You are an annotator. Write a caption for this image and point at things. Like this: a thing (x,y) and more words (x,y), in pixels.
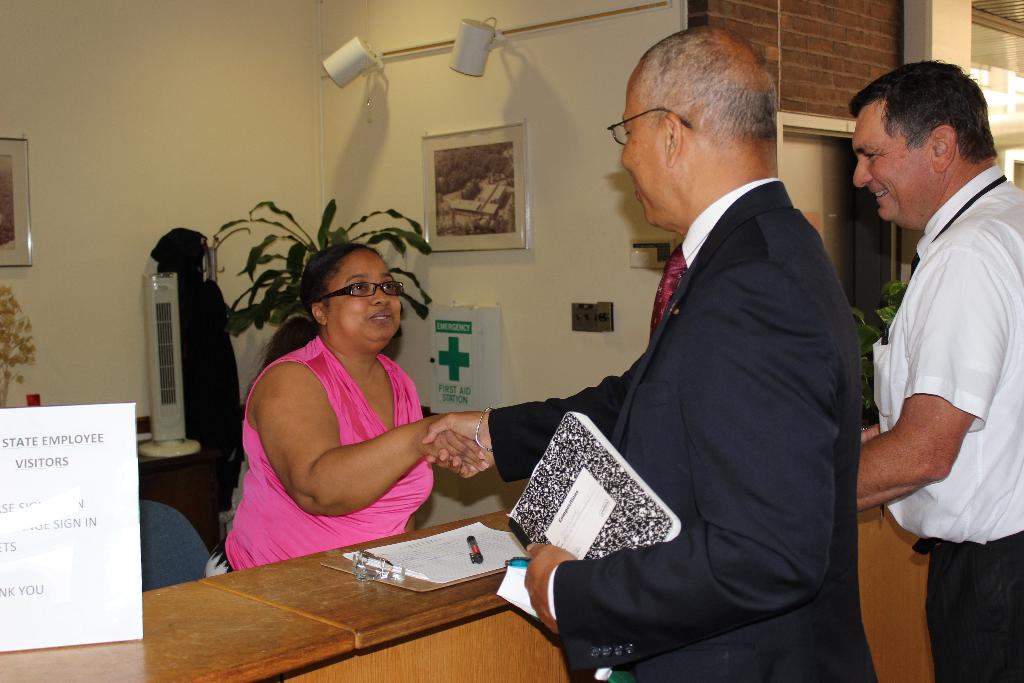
In this image, we can see. Few people (950,497) are smiling. Here a woman (356,387) and man (628,442) are shaking hands (455,434) at each other and wearing glasses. Here a person (674,320) in a suit (735,408) holding a book (603,499). At the bottom (443,642), we can see desk (418,625), pen pad (451,574), papers (411,567) and board (138,590). Background (544,341) we can see wall (544,308), photo frames (469,233), planter (12,298), box (456,370), few things (149,451), door (799,191), glass (1007,96) and brick wall (798,51).
